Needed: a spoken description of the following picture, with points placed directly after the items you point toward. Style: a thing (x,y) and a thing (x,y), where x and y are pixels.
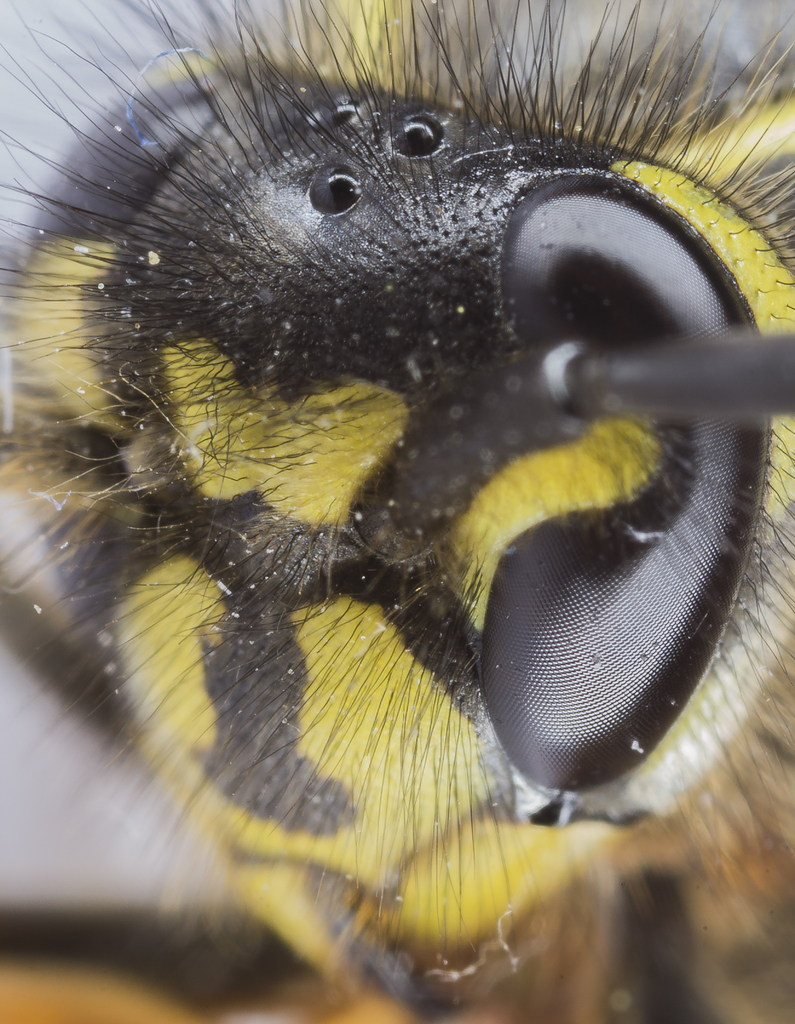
In the picture we can see a close view of an insect (776,702) with an eye (756,440), hair (163,306) and some part (403,889) yellow in color and some part (343,350) black in color.
